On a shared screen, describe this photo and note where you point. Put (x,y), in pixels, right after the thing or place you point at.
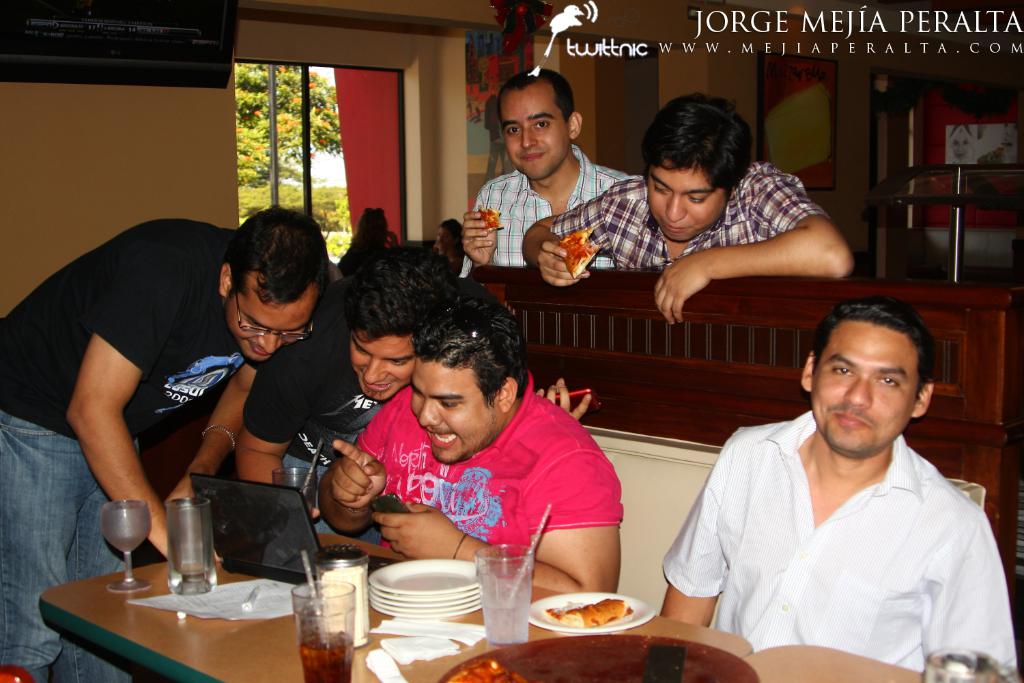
On the background of the picture (376,110) we can see a window (311,139), trees (257,121) and a wall (158,166). Here we can see two men (548,243) holding pizza slices (498,220) in their hands (482,237). Here we can see few persons (596,476) sitting on a sofa (669,498) in front of table (190,661) and on the table (457,619) we can see drinking glasses (345,605), tissue papers (277,595), plates (438,598) and a plate (543,613) of food (558,609). We can see these three persons (344,392) looking into the laptop (310,538).
